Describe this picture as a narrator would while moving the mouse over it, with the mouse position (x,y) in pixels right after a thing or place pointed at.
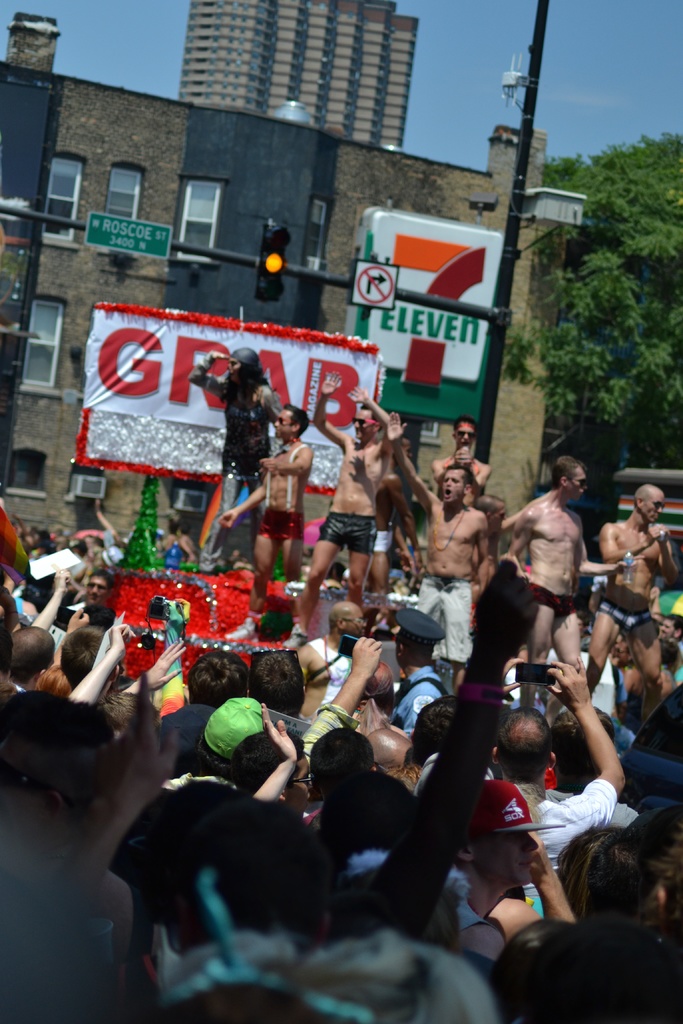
In this image there are many people (427,658). There are buildings (669,481) and trees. There is a sky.
